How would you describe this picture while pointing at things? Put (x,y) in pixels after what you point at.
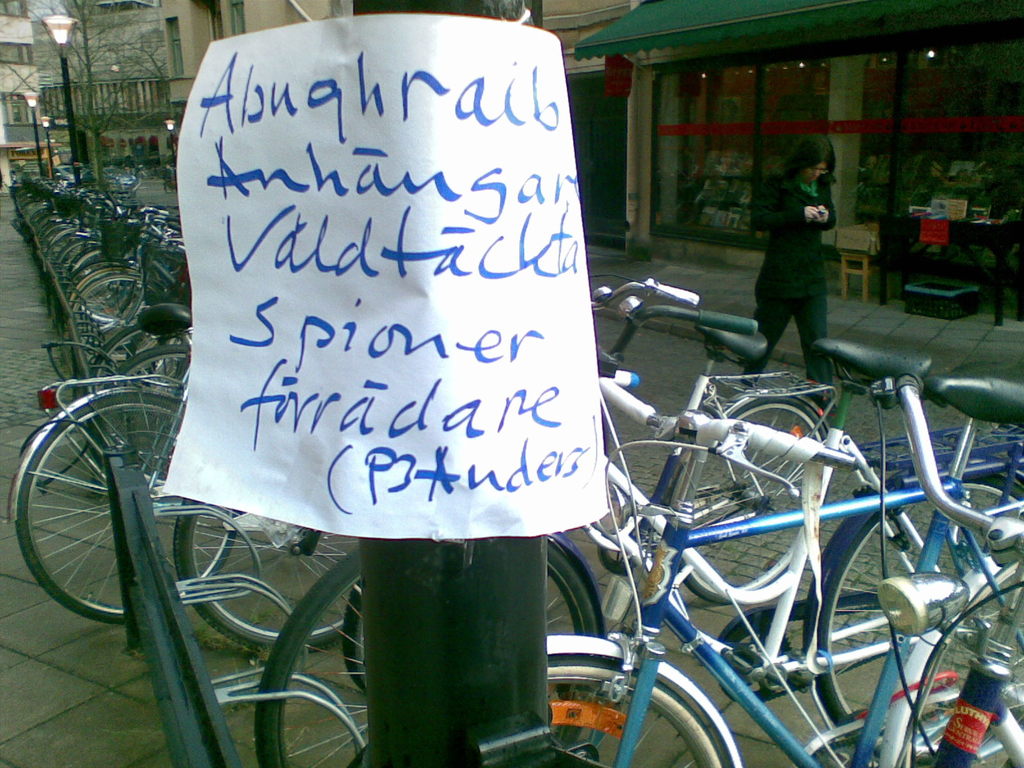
In this image, there is a black color pole (426,720), on that pole (443,689) there is a white color poster (205,178), there are some bicycle (874,745) kept in a queue, at the right side (816,330) there is a person (785,303) walking and there is a shop (734,110).
